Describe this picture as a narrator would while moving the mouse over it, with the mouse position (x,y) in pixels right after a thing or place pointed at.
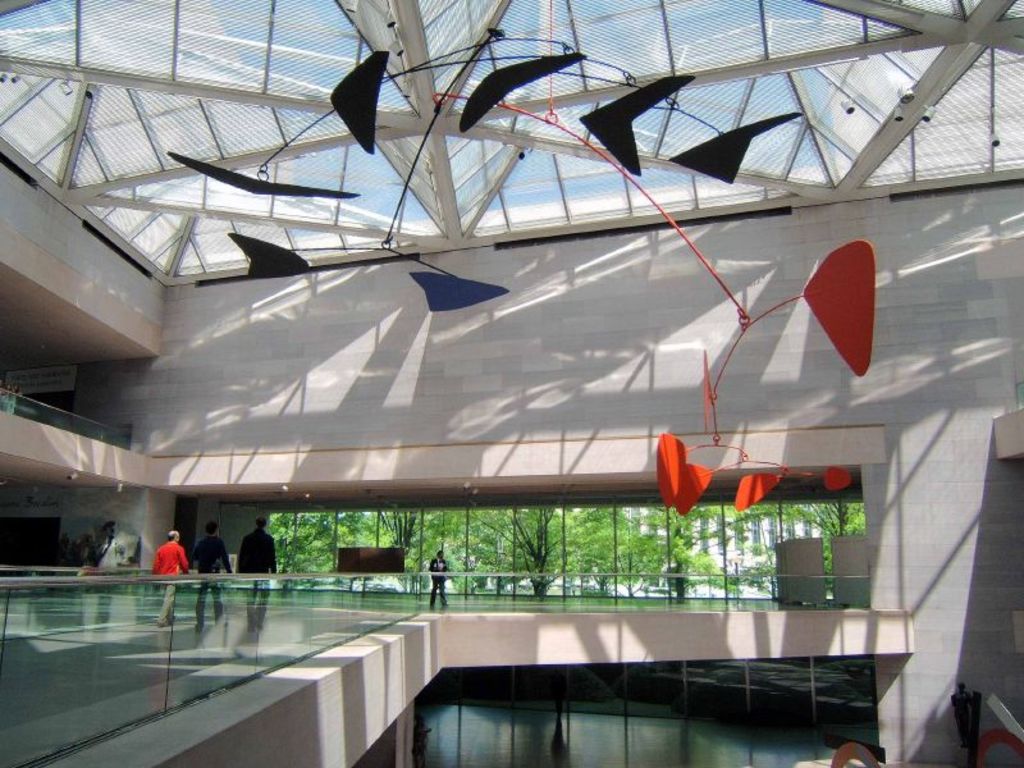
This image is taken indoors. At the bottom of the image (547,720) there is a floor (640,744). There is a wall (440,666) with a glass railing (674,600). On the right side of the image (949,521) there is a wall (931,493). In the middle of the image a few people (206,552) are walking on the floor (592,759). There are a few glass windows (280,537). Through the windows (438,549) we can see there are a few trees (320,545). There is a wall (238,410). At the top of the image (308,148) there is a roof (533,191) and there are a few iron bars (703,207). There are a few decorative items (283,248).
